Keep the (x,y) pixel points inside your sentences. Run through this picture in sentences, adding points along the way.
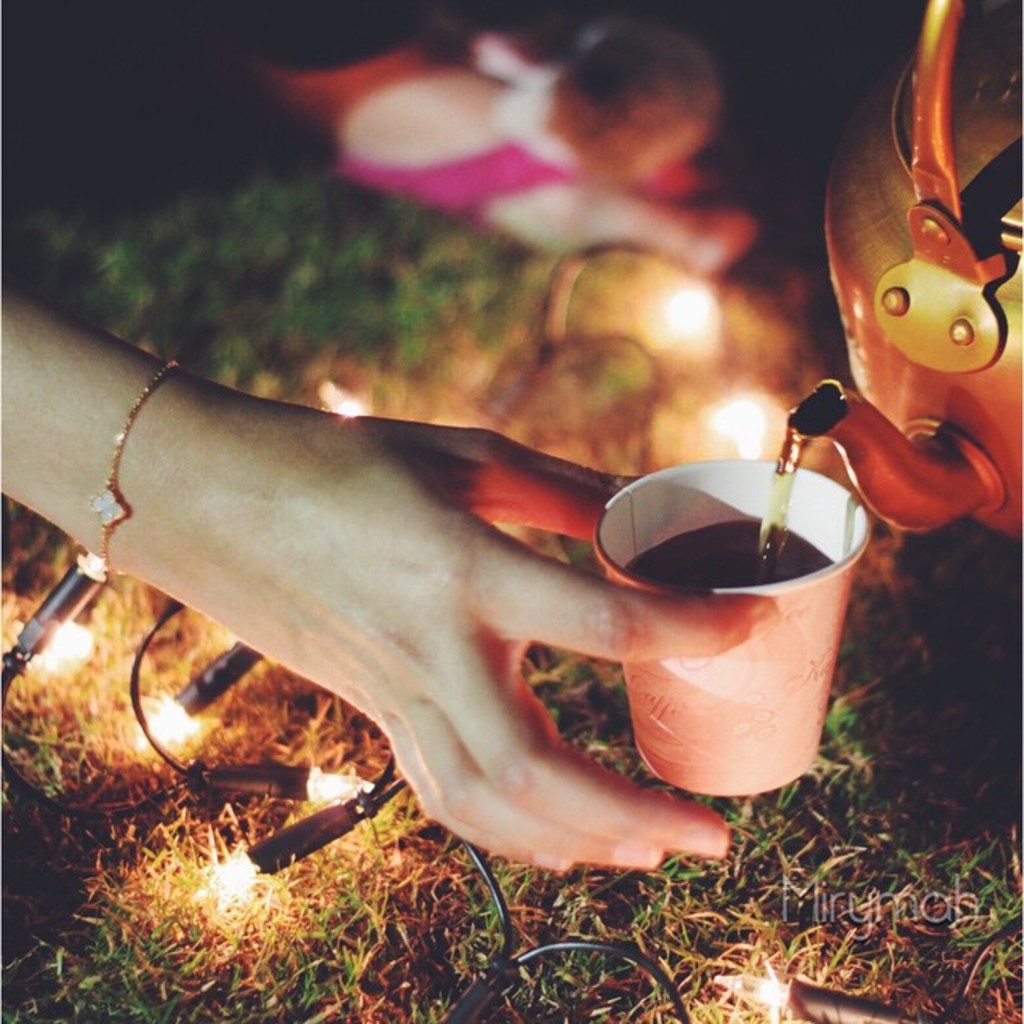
In this image there is a hand (273,515) of the person (332,559) holding cup (770,642), there are lights (196,764) and there is grass (770,864) on the ground (849,872) and there is a kettle (954,330) and the background (671,188) seems to be blurred and there are objects (361,163) in the background (475,150).
